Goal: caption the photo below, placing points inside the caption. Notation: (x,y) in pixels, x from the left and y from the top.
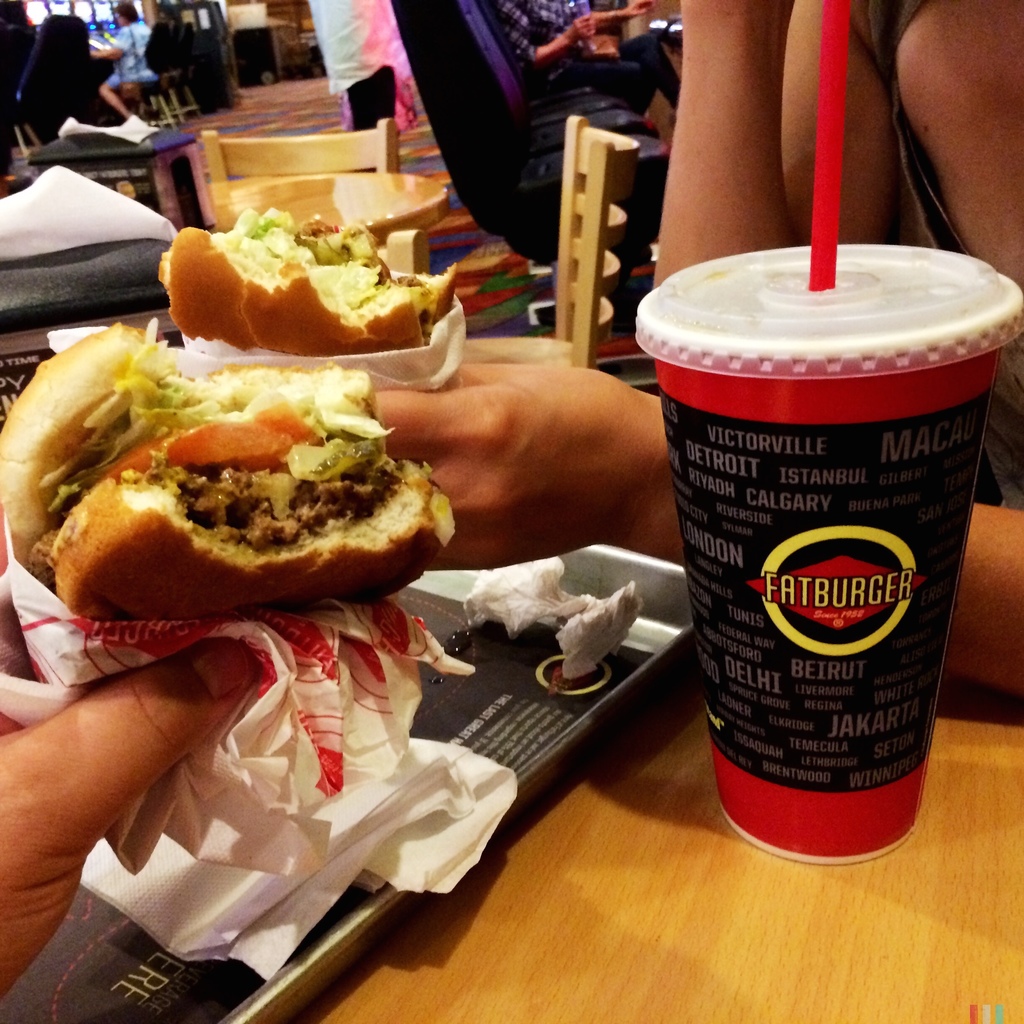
This image consists of tables (1008,917) and chairs (53,29). There are people (526,21) at the top (526,21). In the middle (519,496) there are people (506,482) holding burgers (148,607). There is a glass (825,572) on the right side (762,535).
